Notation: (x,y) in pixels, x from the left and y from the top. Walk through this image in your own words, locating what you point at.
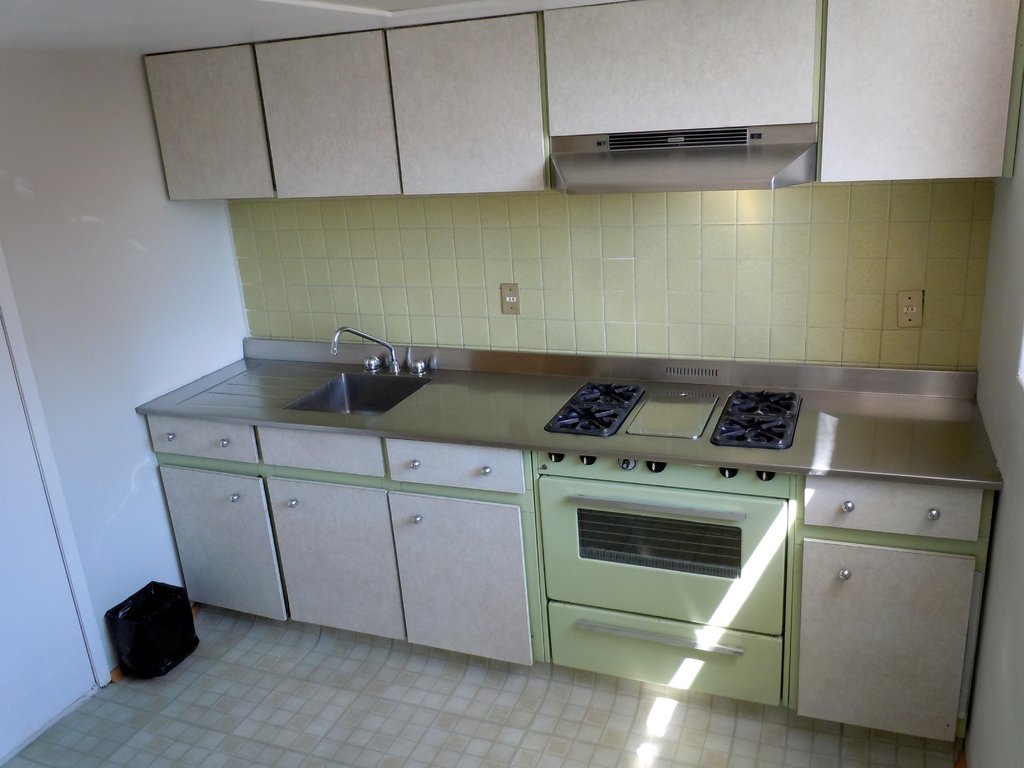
In this image it looks like a kitchen room (727,484), on the left side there is the sink (403,377), tap (416,373). In the middle (591,407) there is the stove (733,488).
